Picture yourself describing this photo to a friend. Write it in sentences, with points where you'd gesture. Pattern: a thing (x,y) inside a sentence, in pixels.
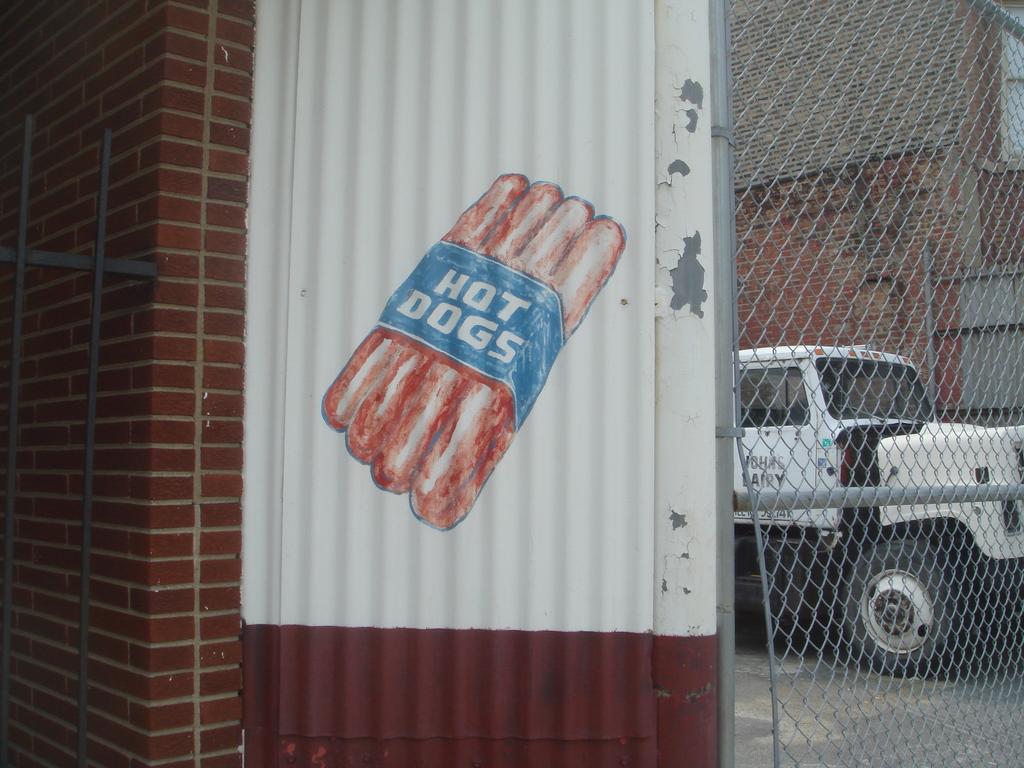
In this picture, we can see a vehicle (822,450), road (843,698), building (138,329), fencing (730,434), and the wall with some image (461,292) and some text (468,320) on it.
